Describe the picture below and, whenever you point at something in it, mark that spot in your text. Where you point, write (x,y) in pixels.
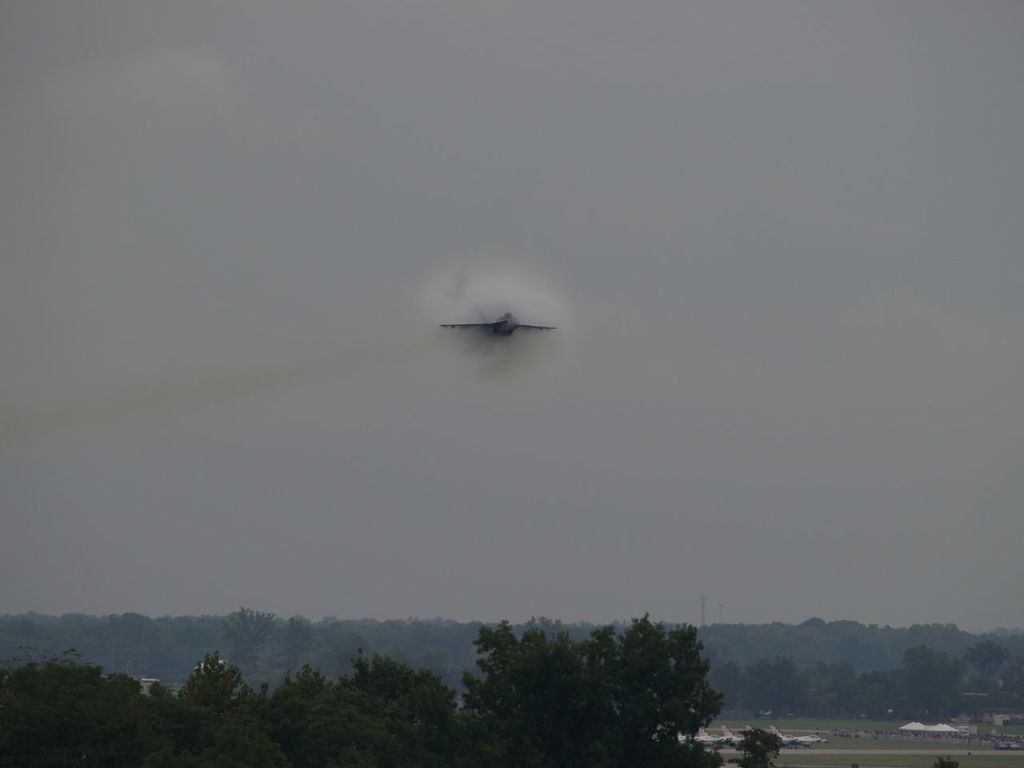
As we can see in the image there are trees (363,681), plants (767,739), grass (839,725) and sky (498,342).
